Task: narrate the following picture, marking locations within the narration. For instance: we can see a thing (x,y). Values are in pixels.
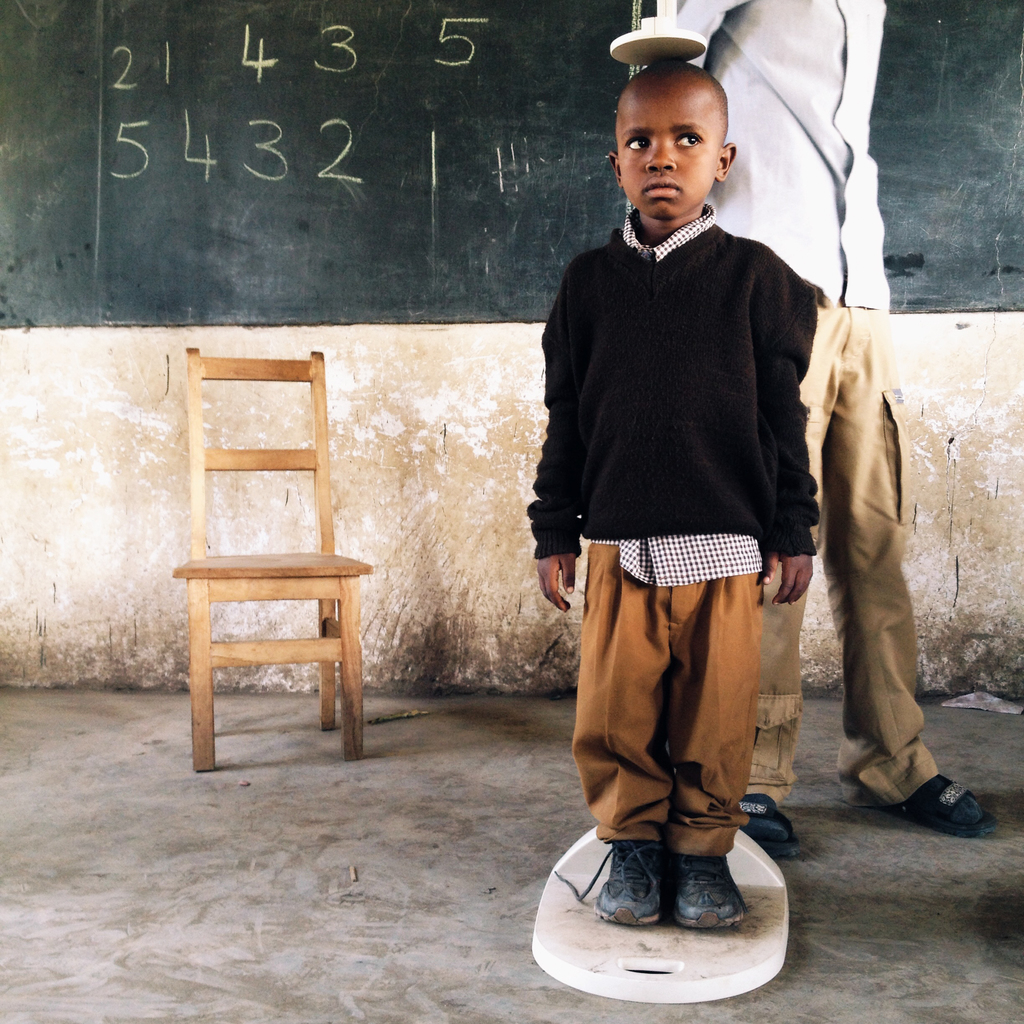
As we can see in the image, there are two persons (756,190). The boy (741,420) who is standing here is wearing black color dress (671,527) and shoes (616,916). On the left side (311,655) there is a chair (311,655). Behind these persons (731,195) there is a black color board (324,93) and numbers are written on it.
